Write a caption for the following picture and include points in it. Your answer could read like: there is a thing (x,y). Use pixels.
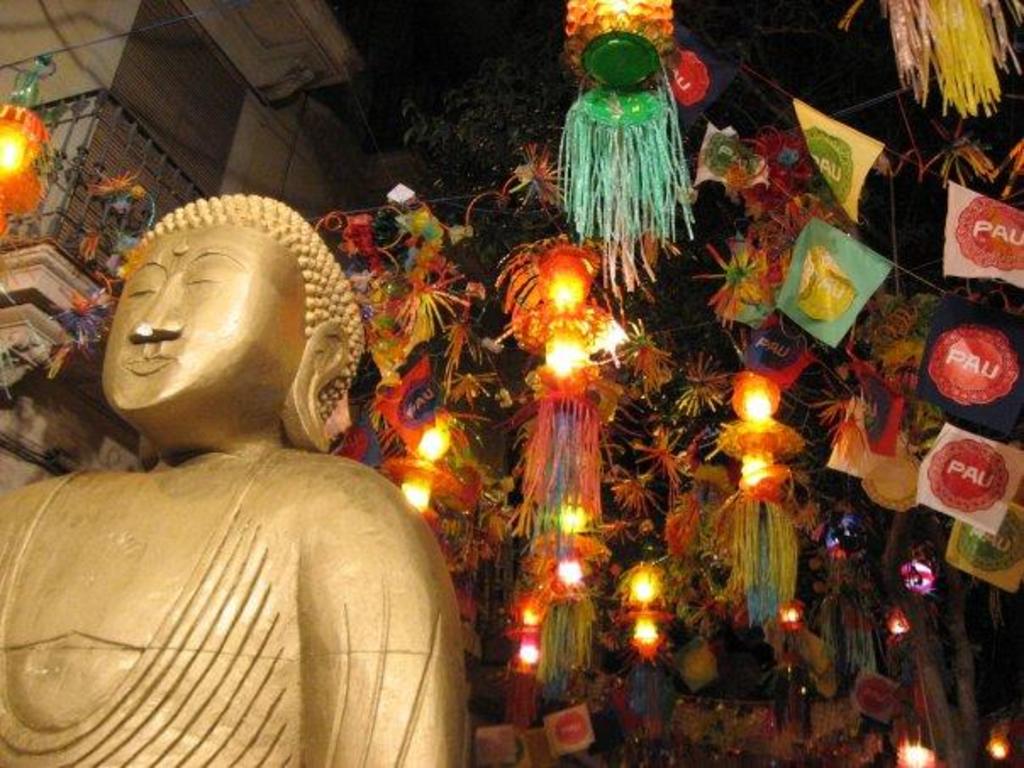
In the foreground of this image (207,566), on the left (159,563), there is a gold statue (199,574). In the background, there are lanterns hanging to the ropes (169,22). On the left top (160,73), there is a building (152,116) and a lantern (13,121). On the top (414,15), there is the dark sky (395,34).
